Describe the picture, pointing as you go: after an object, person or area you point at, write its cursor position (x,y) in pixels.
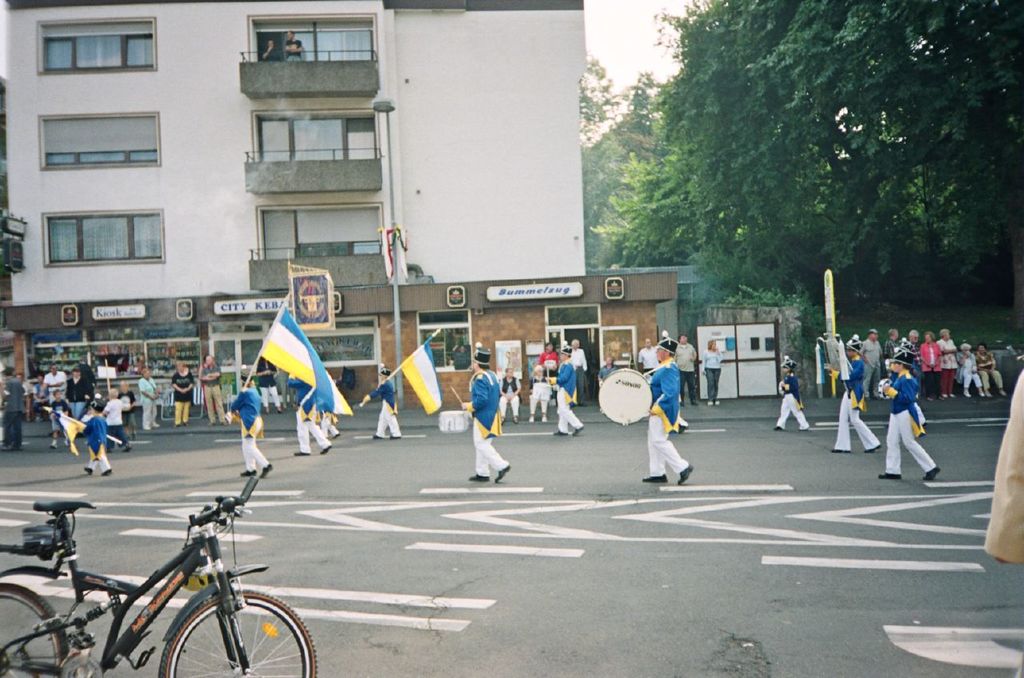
In this image there is a road (543,553) at the bottom (582,568). On the road (561,456) there are few people (385,424) who are holding the flags (282,356), while other people (579,420) are playing the drums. In the background (402,99) there is a building (446,116). On the right side (911,106) top there are trees (846,185). There are few people (184,398) standing on the footpath (526,410) and watching the band (485,413). On the left side (83,575) bottom there is a cycle (109,589) on the road (105,561).
